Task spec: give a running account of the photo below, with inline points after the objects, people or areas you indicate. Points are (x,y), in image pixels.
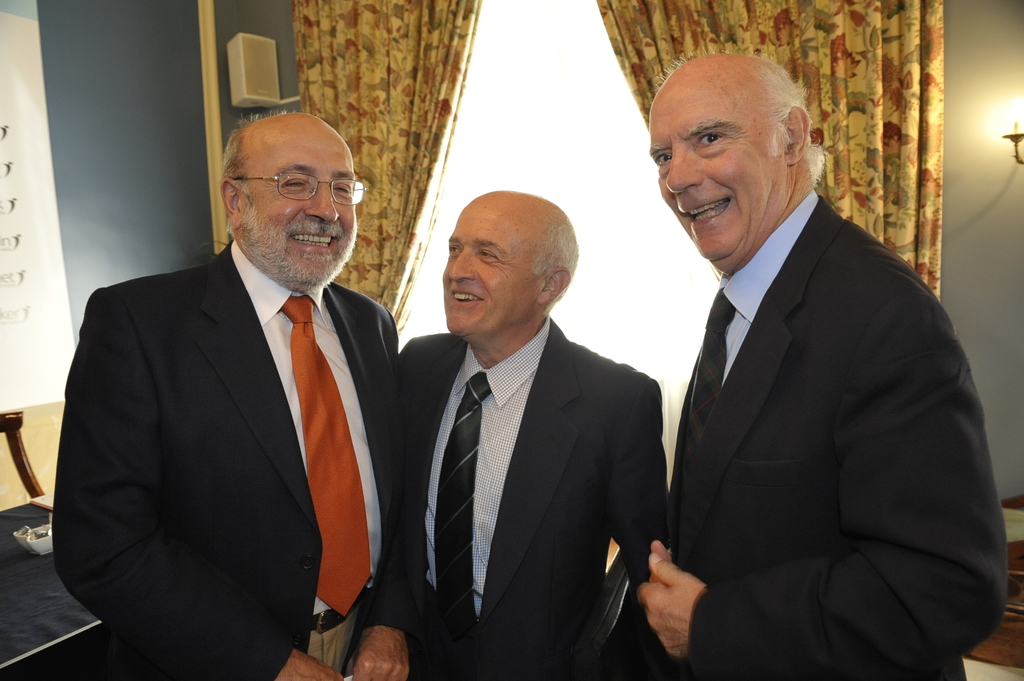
In this picture I can see three persons (562,345) standing and smiling, there are curtains (902,98), light (1019,105), speaker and there are some other objects (8,191).
